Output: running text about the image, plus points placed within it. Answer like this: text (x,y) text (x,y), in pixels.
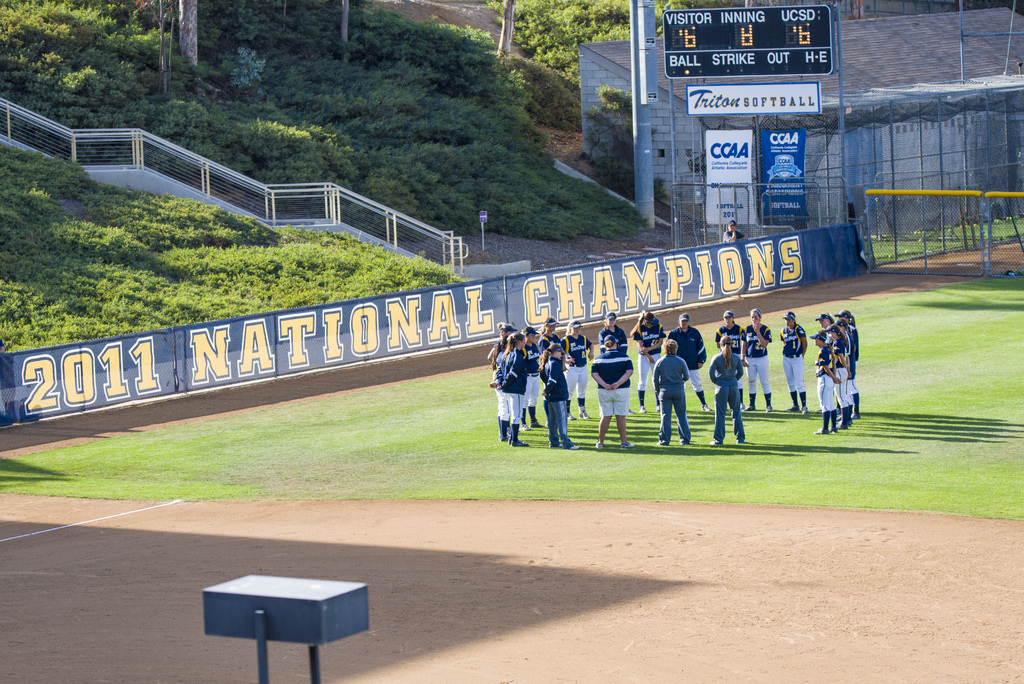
In the image there are few people (641,362) standing in circular pattern on the grassland (561,463), most of them wearing navy blue jersey (516,370) and in the back (156,291) there are plants (197,229) on either side of the staircase (223,190) and there is a score board (697,44) on the right side (808,54).
